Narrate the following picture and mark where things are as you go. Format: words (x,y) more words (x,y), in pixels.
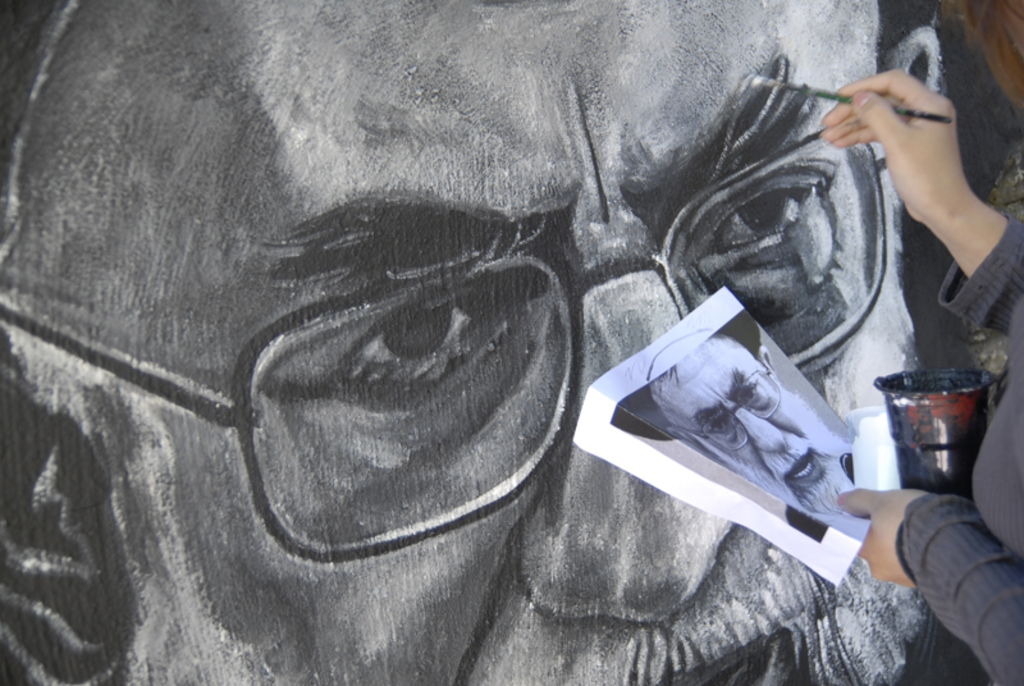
This image consists of a person (967,575) holding a paper (683,417) and a paint box (934,470) is painting on the wall (355,368). In the front (266,428), we can see a picture (406,368) of a man (700,410).
